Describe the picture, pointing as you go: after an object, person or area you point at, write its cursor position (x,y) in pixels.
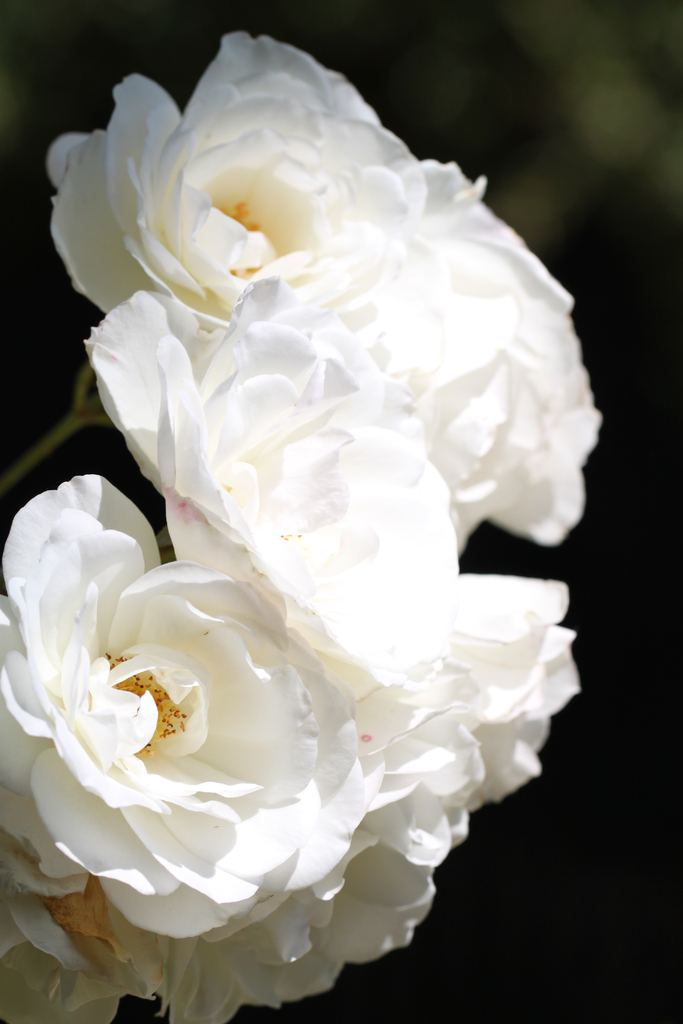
In this image I can see few flowers (423,172) in white color and I can see the blurred background (587,48).
